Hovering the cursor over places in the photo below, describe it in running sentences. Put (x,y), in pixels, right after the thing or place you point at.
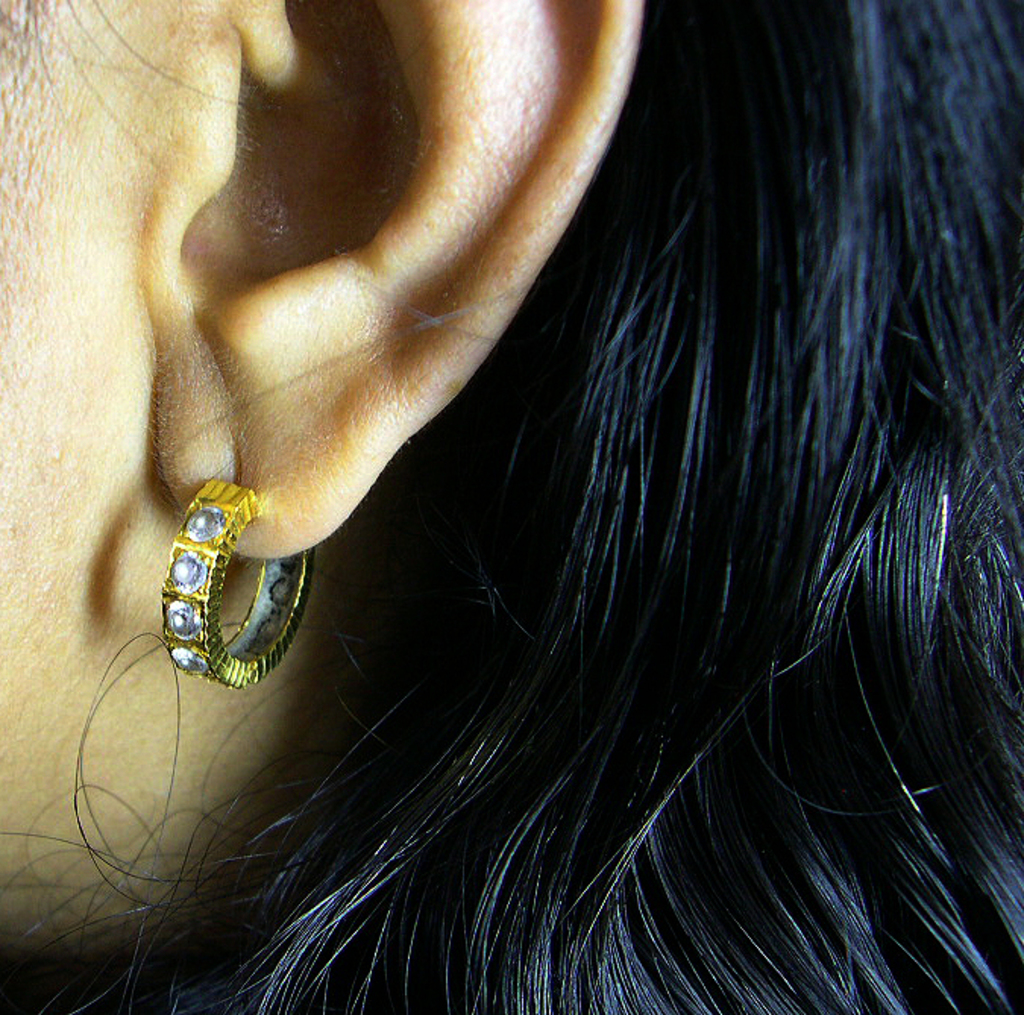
In this picture we can see a woman's ear (496,144) with a golden earring (208,631) and black hair (695,822).
